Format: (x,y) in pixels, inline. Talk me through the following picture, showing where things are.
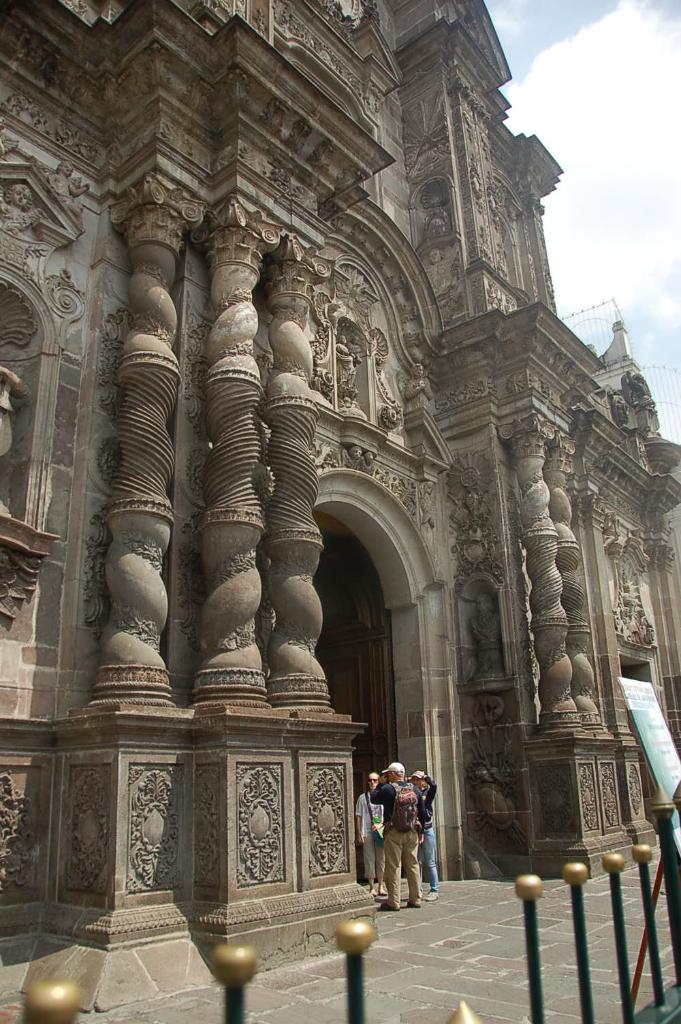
In this image, we can see a historical palace (412,617). Here we can see few people (391,836) are standing. Here a person (415,885) is wearing a backpack (408,810). On the right side of the image (658,757), we can see a banner (644,721). Here we can see few rods (542,1003), walkway (480,982). In the right side (609,139) top corner, there is a sky (619,146).
